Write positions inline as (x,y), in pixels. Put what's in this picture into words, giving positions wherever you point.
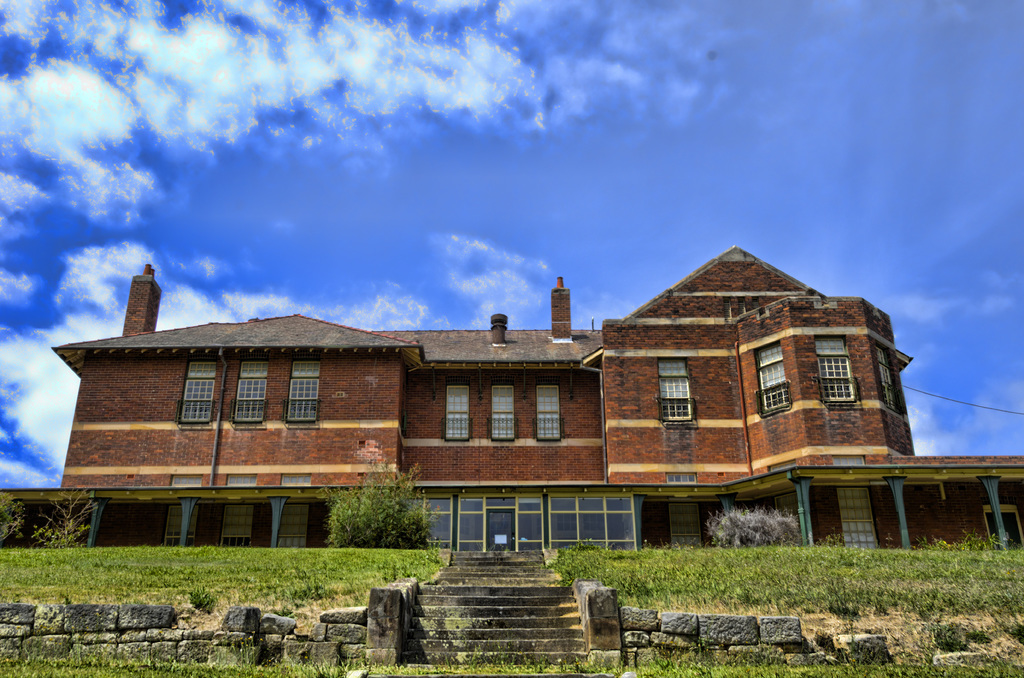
In this image we can see stone wall (278,624), stairs (558,614), grass (192,552), trees (407,532), brick building (482,523) and sky (307,227) with clouds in the background (482,292).
